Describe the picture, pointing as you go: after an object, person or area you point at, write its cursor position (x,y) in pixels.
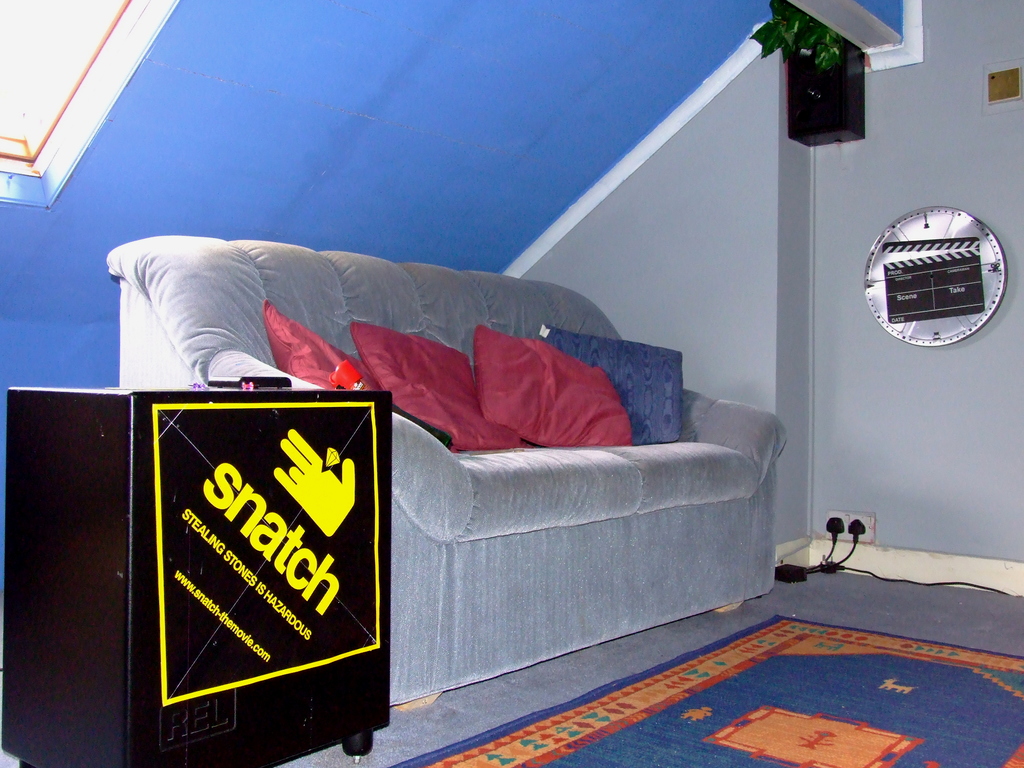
This is inside of the room (677,434) we can see sofa (442,473), furniture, mat (780,695) on the floor (857,592), on the sofa (545,487) there are pillows (422,346). On the background (656,177) we can see wall (838,186), clock (903,281), speaker (842,58).
